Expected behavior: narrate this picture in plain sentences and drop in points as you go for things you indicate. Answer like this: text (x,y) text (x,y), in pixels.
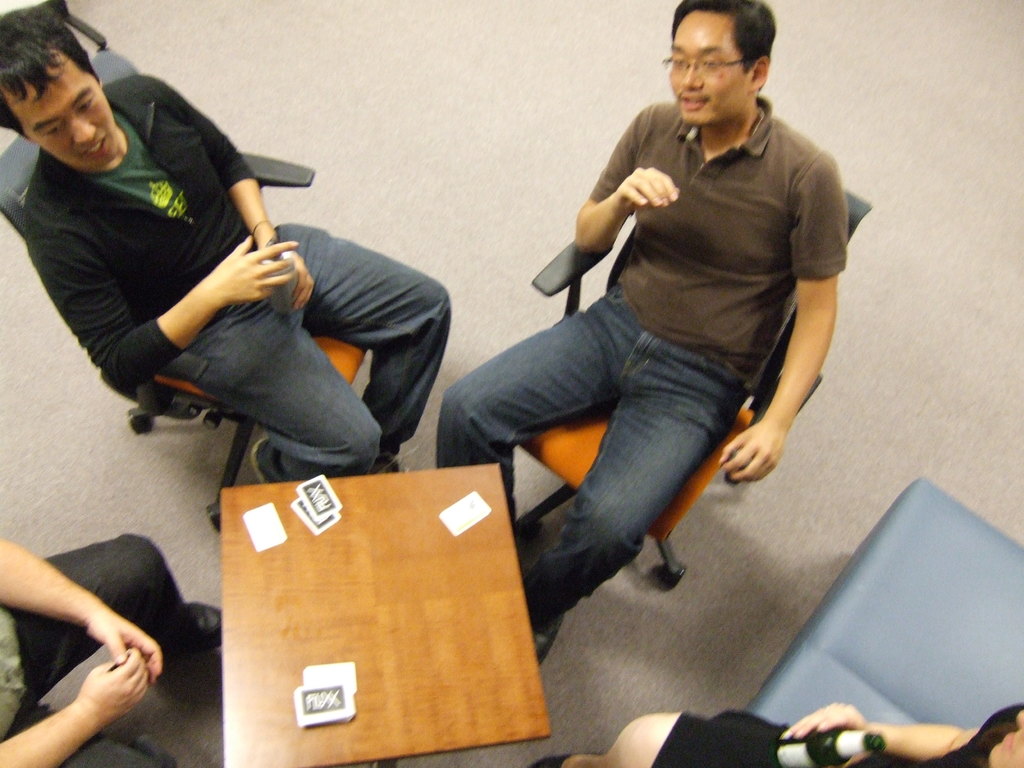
In this image there are few people (14,546) sitting on chair (729,434), in front of them there is a table (428,577), on the table (406,589) there are some cards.
